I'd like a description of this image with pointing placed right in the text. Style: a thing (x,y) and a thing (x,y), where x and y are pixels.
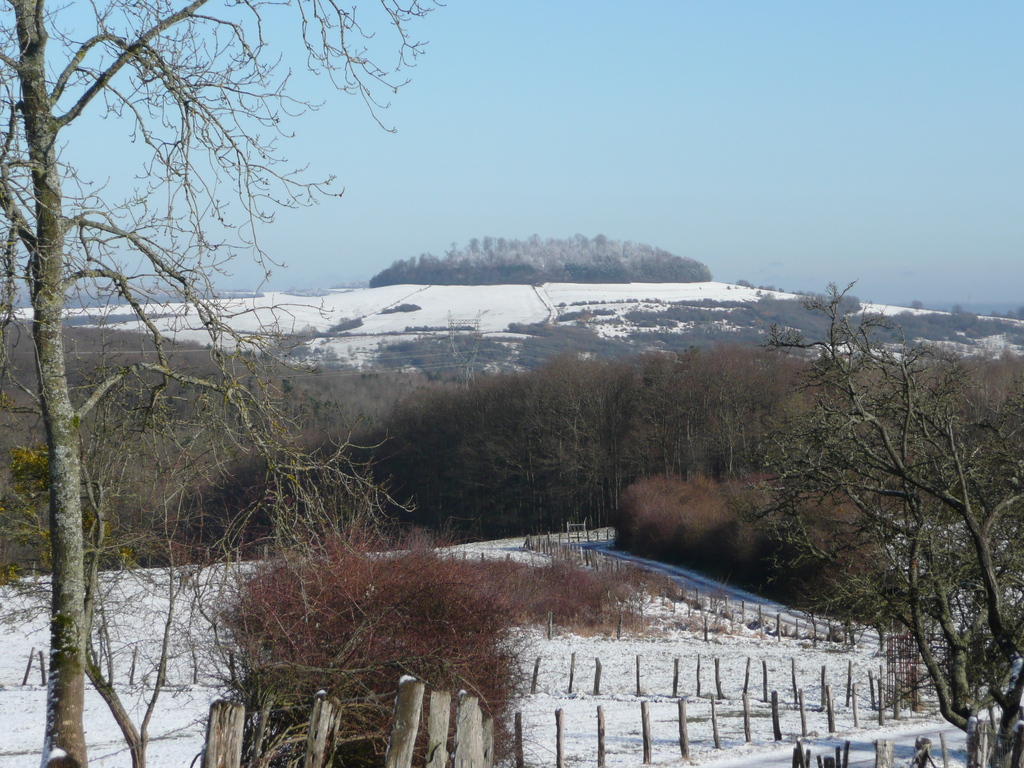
In this picture we can see many trees (432,479). At the top (762,42) there is a sky (741,47). On the bottom (822,688) we can see the wooden sticks (324,723) on the ground (790,757). Here we can see snow (655,730).
